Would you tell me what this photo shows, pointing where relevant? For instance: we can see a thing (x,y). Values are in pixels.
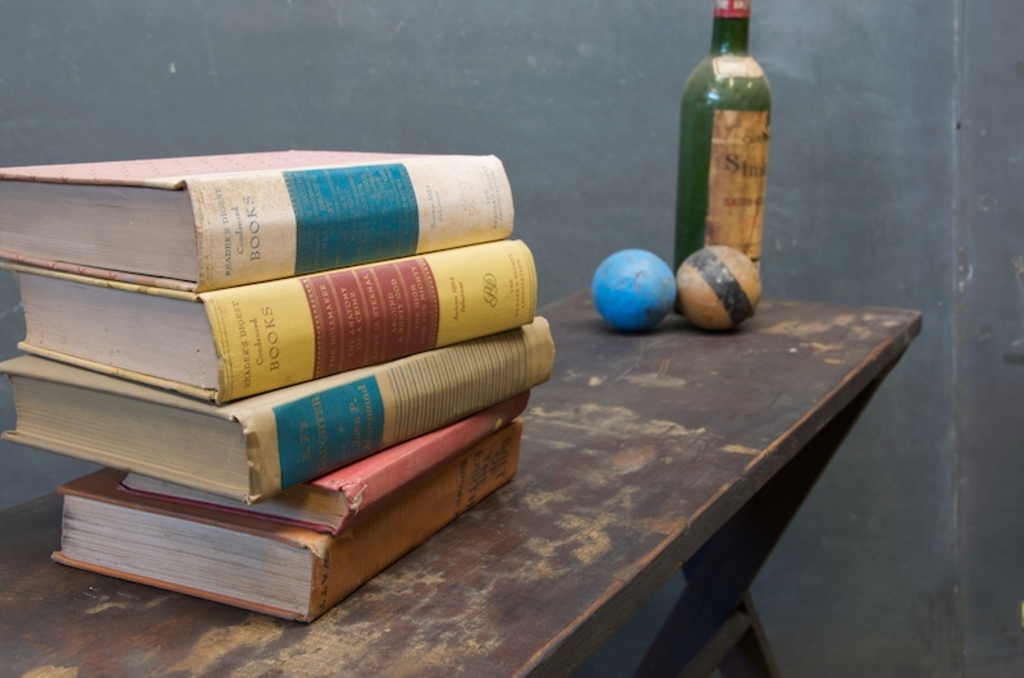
In this image i can see few books (445,289), two balls (682,290), a bottle (715,159) on a table (680,368) at the back ground (583,177) there is a wall (537,149).
